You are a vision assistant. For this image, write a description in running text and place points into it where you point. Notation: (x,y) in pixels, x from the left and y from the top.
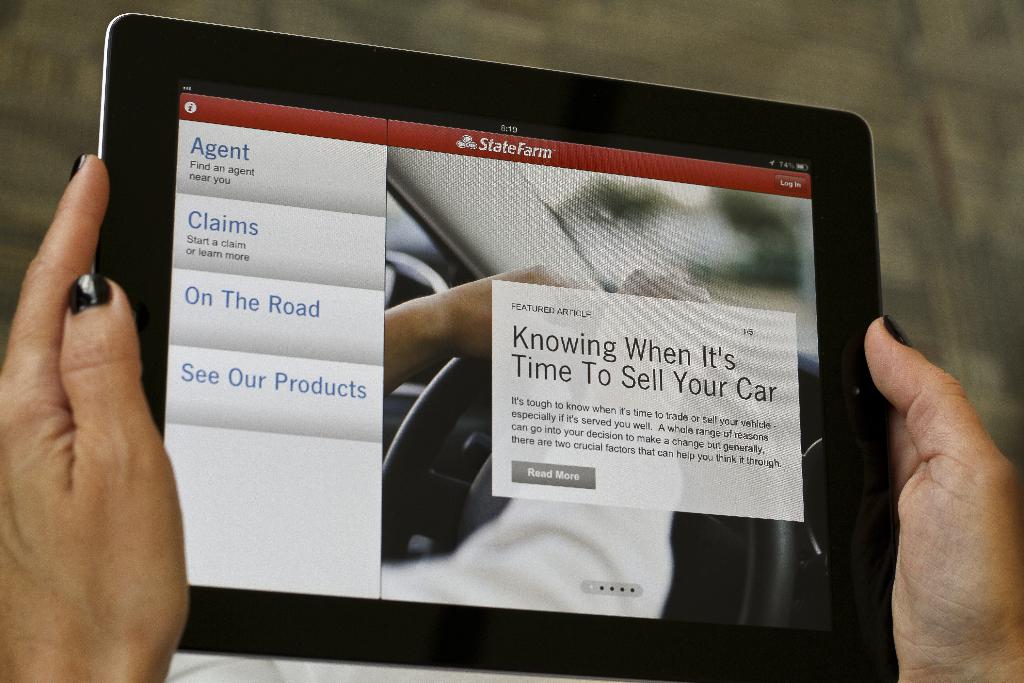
In this picture we can see one person (106,530) is holding a tablet (371,417) with the hands (131,520).
